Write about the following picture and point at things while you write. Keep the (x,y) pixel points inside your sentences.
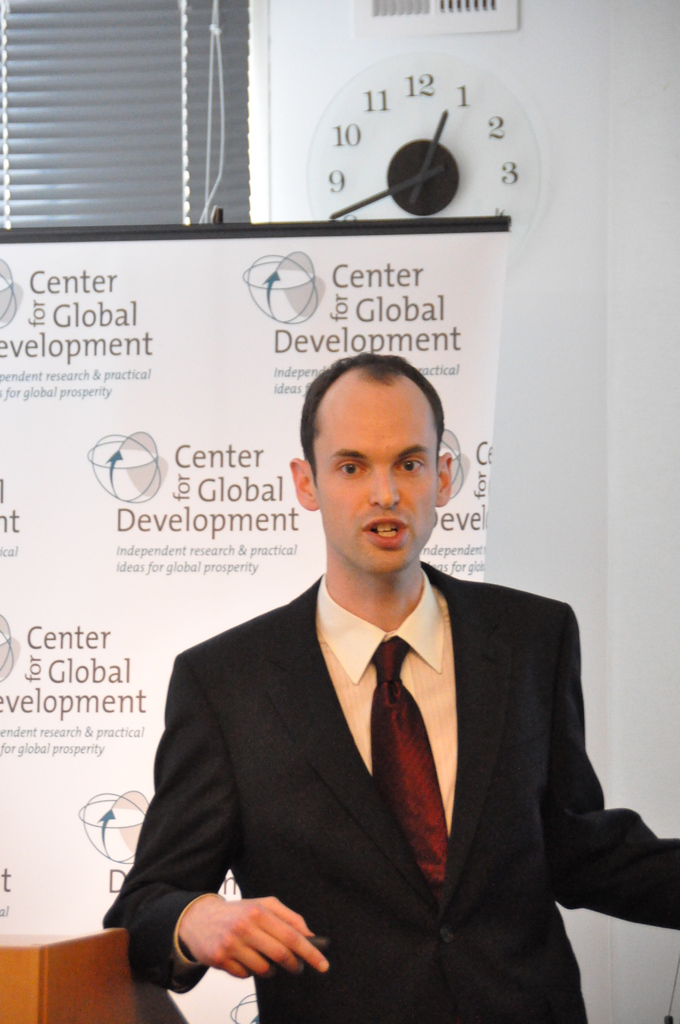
In the picture I can see a man (429,792) is standing. The man (402,749) is wearing a tie (402,746), a shirt (363,638) and black color coat (370,857). In the background (293,262) I can see window blinds (205,162), a clock (382,159) on the wall (542,164) and a banner (442,291) which has something written on it.
